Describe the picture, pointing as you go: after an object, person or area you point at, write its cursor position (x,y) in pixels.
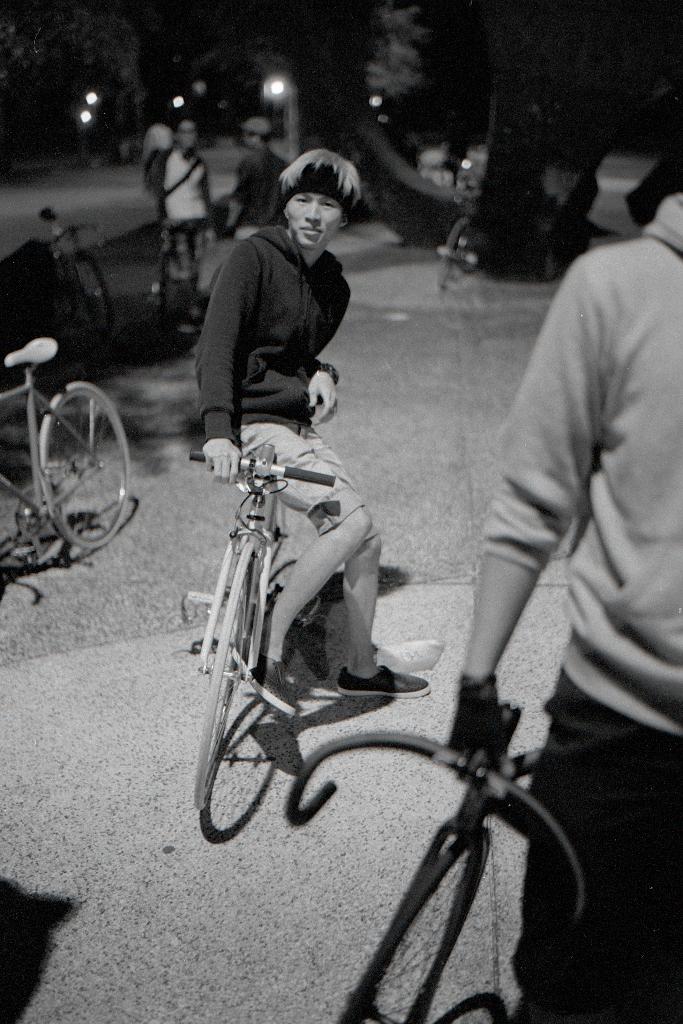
This black and white picture is taken on road (159,607). In the center of the image (259,389) there is a man (274,357) sitting on a bicycle (239,646). To the right corner of the image (613,627) there is another person (638,491) holding a bicycle (484,854) in his hand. To the left of the image (45,454) there are few bicycles (27,429) parked. In the background (205,112) there are trees (92,60), street lights (278,85) and few people (181,147).
